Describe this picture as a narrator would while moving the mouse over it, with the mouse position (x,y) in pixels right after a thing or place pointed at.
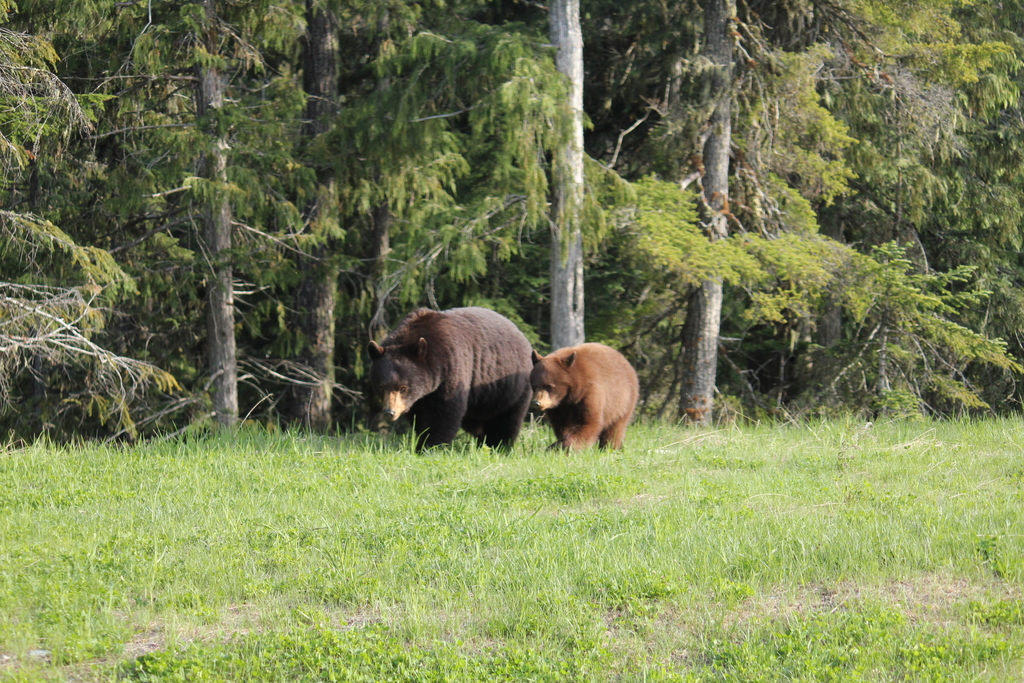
In this image I can see two bears (491,362) which are brown and black in color are standing on the ground (871,482). I can see some grass (391,509) on the ground (866,468) and few trees (626,164) which are green, black and ash in color.
